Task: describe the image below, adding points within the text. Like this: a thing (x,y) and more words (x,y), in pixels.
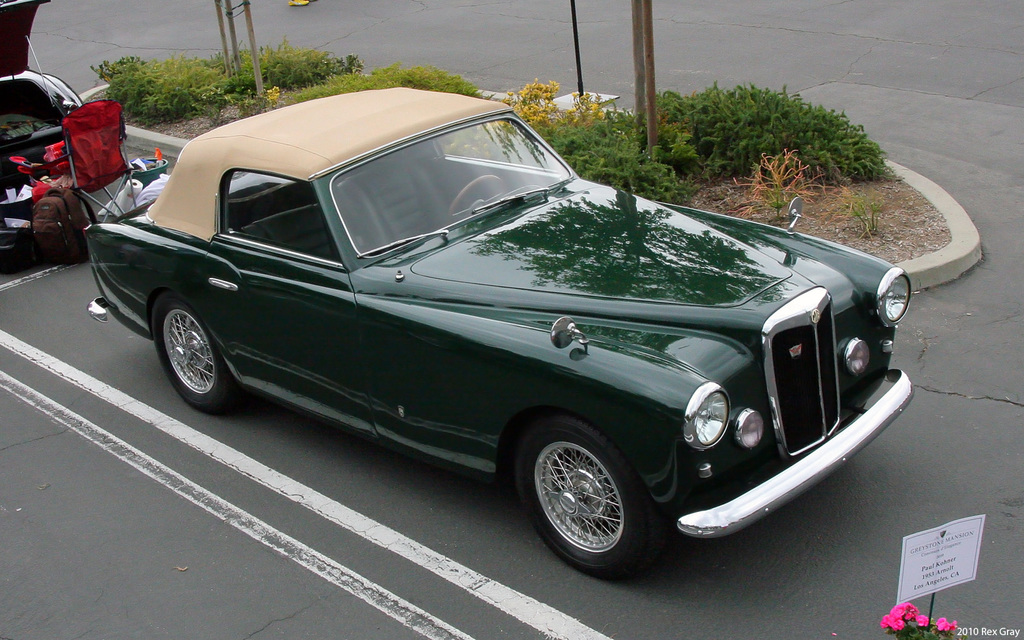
On road (108,57) there is a car (432,257) parked beside the divider (183,138) and behind that there is another car (39,119) and behind car (16,145) there is some luggage (11,210) kept on the road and on the divider (528,88) there are few plants (578,114) and poles (644,25).
